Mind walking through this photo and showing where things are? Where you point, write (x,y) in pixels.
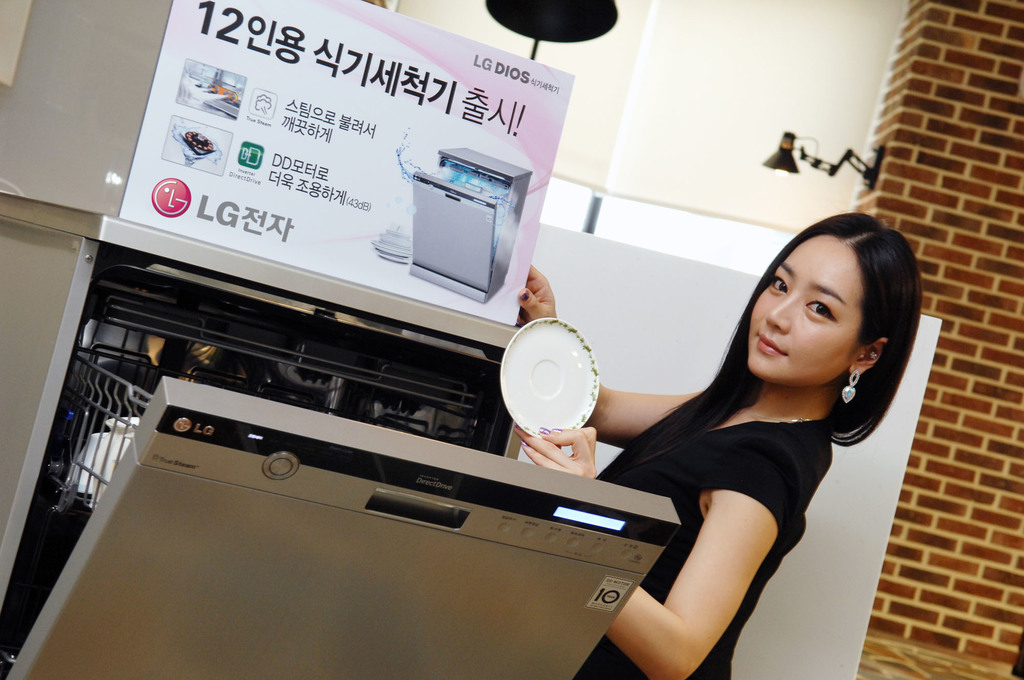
In this picture we can see the silver color dish washing machine (512,510). beside there is a girl (727,471) wearing a black top (727,471) and giving a pose to the camera. Behind there is a white wall (765,159) and hanging light (782,162).
